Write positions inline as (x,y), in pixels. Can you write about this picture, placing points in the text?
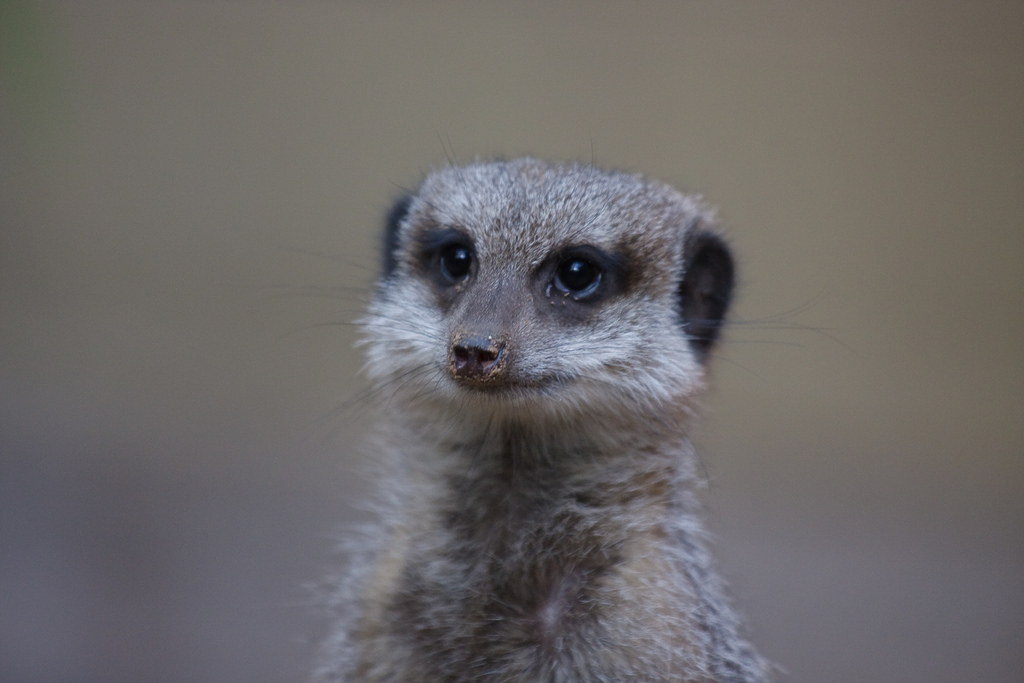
In this image there is a meerkat (512,371).
